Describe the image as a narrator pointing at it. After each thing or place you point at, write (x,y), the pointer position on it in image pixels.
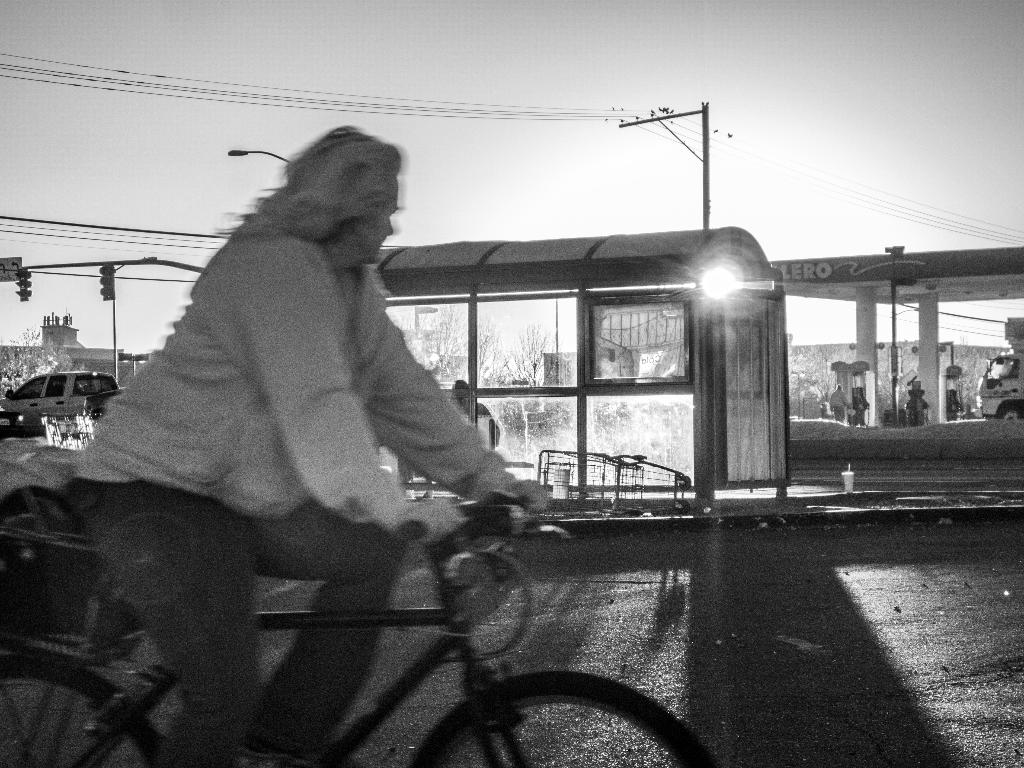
This is a black and white picture. There is a man (350,328) riding a bicycle (461,543). This is road (796,609) and there is a bus stop (671,359). Here we can see a vehicle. These are the traffic signals (114,291). There is a pole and this is sky (938,119).
